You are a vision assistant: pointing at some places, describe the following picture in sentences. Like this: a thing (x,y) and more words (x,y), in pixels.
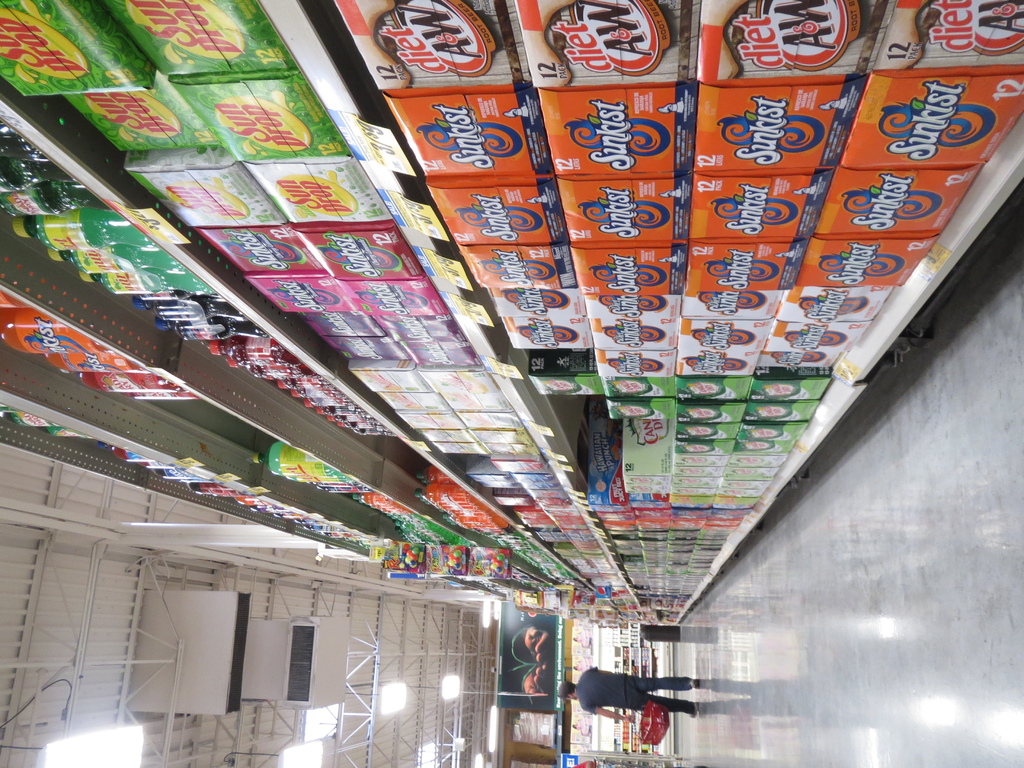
In this image, we can see a big rack (204,368) with some items (85,368), things (818,317) and containers (626,289). On the right side (874,642) we can see a floor (790,673). A person (695,706) is walking and holding basket (655,719). Here we can see banner (548,680), rods (478,685) and lights (401,706).
